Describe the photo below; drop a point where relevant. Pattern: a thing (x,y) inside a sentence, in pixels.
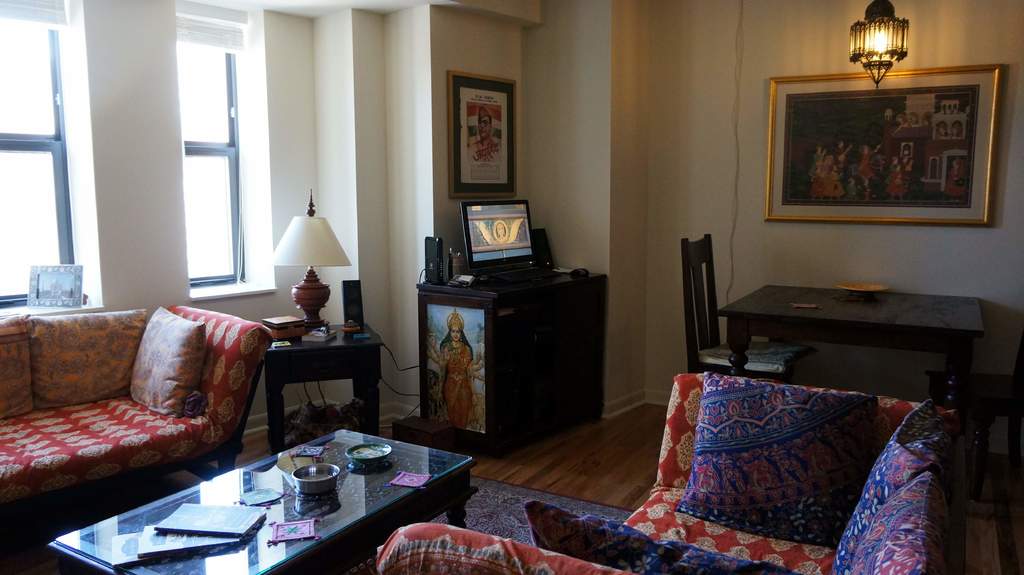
As we can see in the image there is a wall (579,146), window (58,92), photo frame (509,99), lamp (312,273), sofa (196,420) and there is a table (357,440). On table (343,491) there are bowls (326,482) and books (161,547).
